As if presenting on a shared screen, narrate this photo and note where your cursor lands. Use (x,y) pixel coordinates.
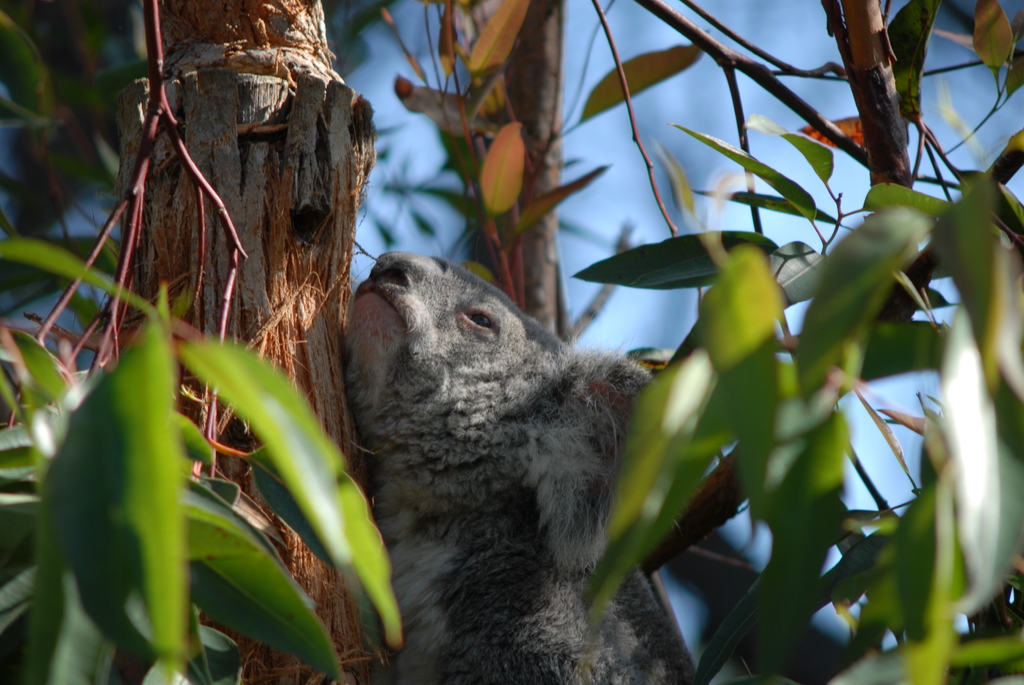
In the picture we can see some animal (489,445) called koala (481,485) is on the branch (239,231) of a tree (169,198) and in the background of the picture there are some leaves (502,206).
